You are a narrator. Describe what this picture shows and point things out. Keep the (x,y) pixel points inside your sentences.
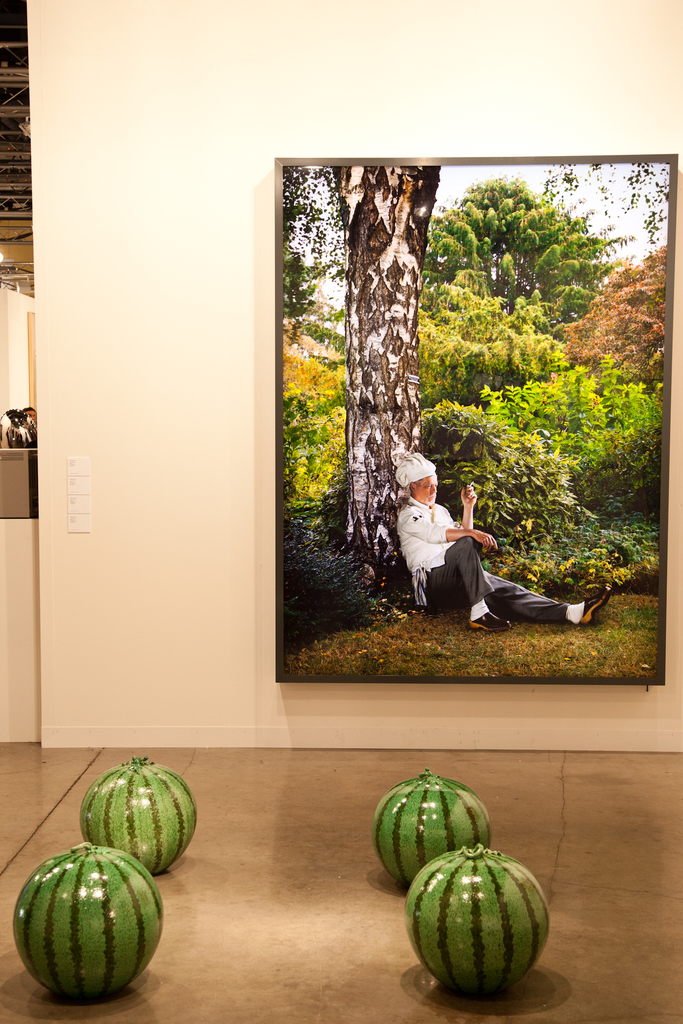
In this picture there is a photograph (316,643) is attached to the wall (677,282), where a guy (448,514) is sitting under a tree (371,402) and behind him there are many flowers (326,390) and trees (453,308). Apart from the photograph (299,666) there are few round shaped watermelons (70,889) on the floor (282,899).
